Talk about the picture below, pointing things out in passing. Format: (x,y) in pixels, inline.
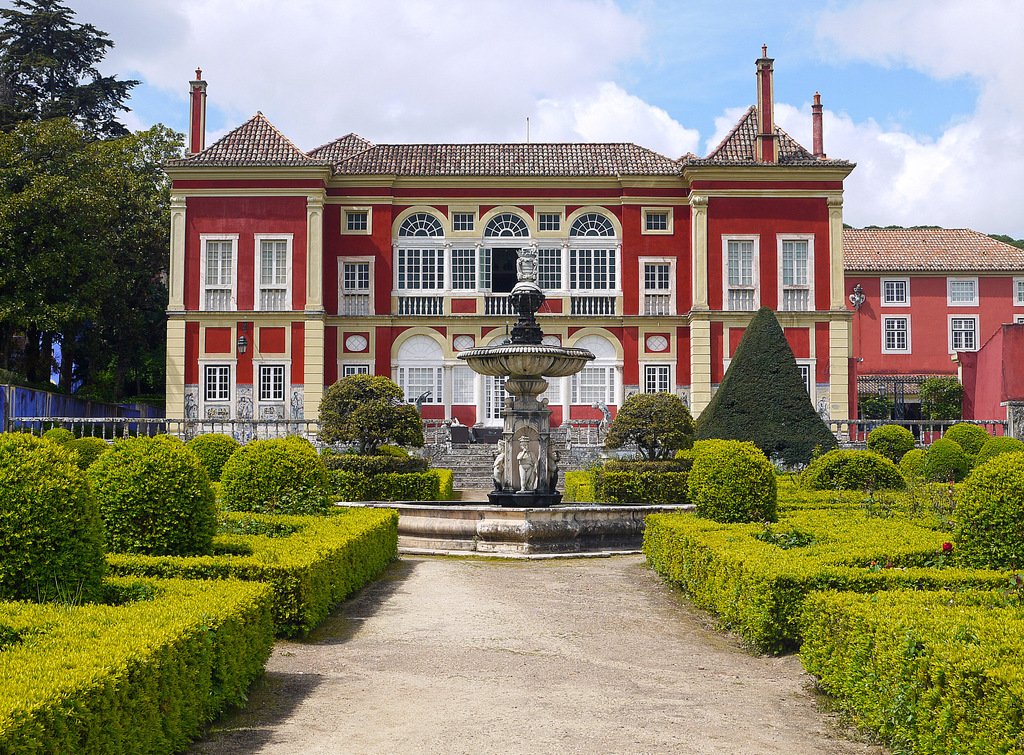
There is a fountain (530,459) and plants (408,477) are present at the bottom of this image (93,607). We can see buildings (273,324) and trees (148,296) in the middle of this image (452,346). The cloudy sky (524,135) is in the background of this image (640,96).
